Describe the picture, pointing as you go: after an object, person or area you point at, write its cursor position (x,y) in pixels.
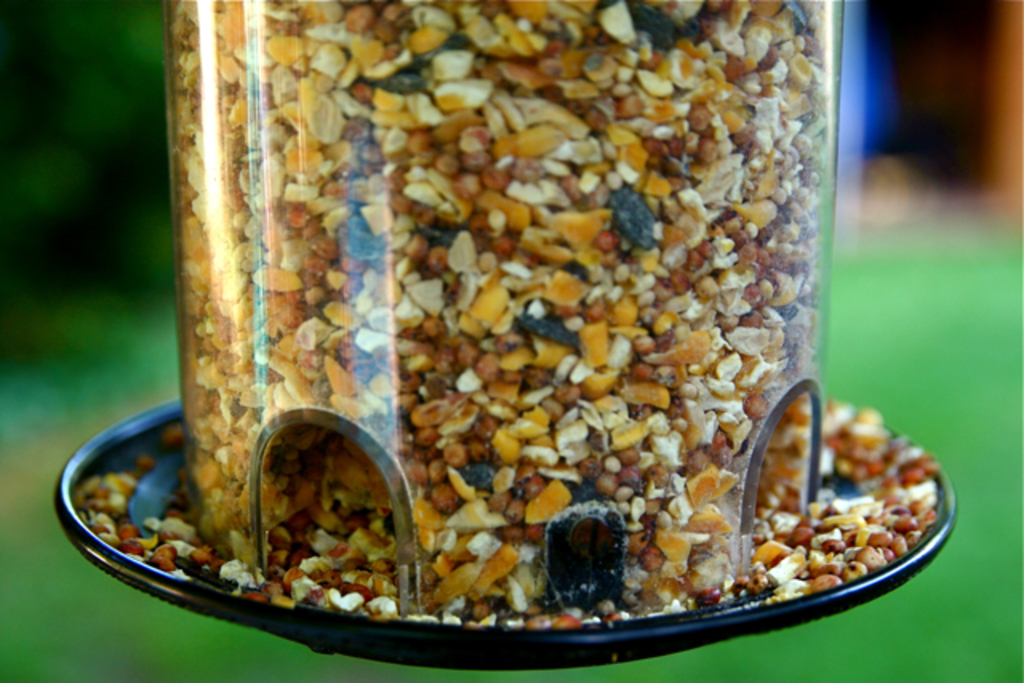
In this picture there is a jar (464,283) filled with grains (341,288). The background (81,82) is blurred.
